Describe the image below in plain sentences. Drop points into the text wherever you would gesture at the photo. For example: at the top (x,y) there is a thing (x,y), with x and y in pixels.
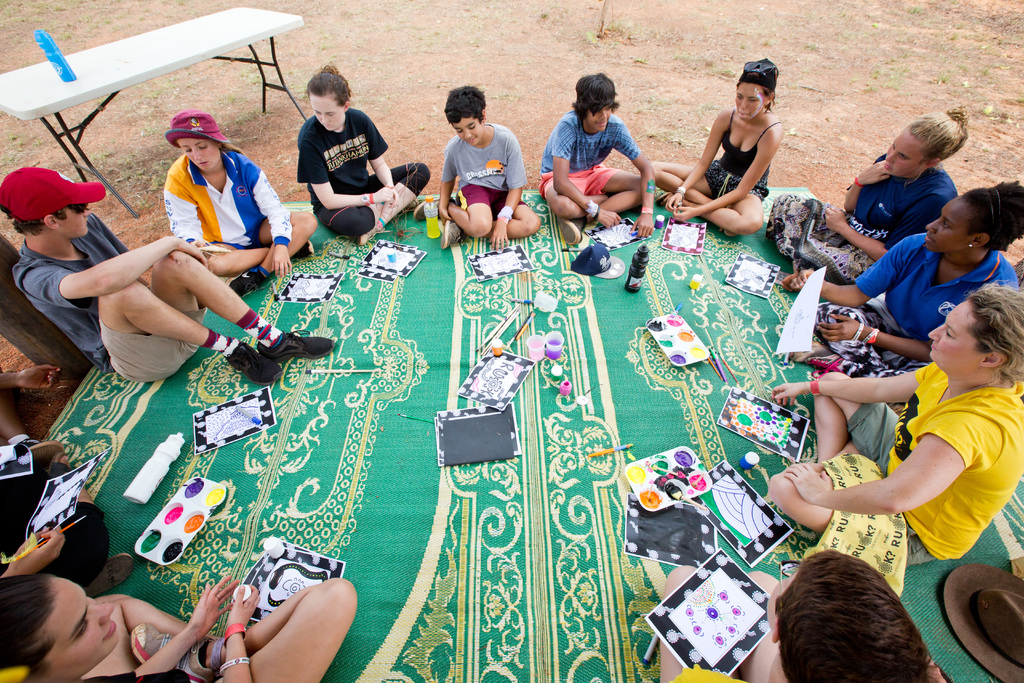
In this image we can see these people (933,267) are sitting on the carpet (596,589) in a circle. Here we can see papers (57,519), paints (192,483), brushes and a few more objects (975,598). In the background (241,56), we can see a table (32,91) upon which we can see a blue color bottle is kept.
